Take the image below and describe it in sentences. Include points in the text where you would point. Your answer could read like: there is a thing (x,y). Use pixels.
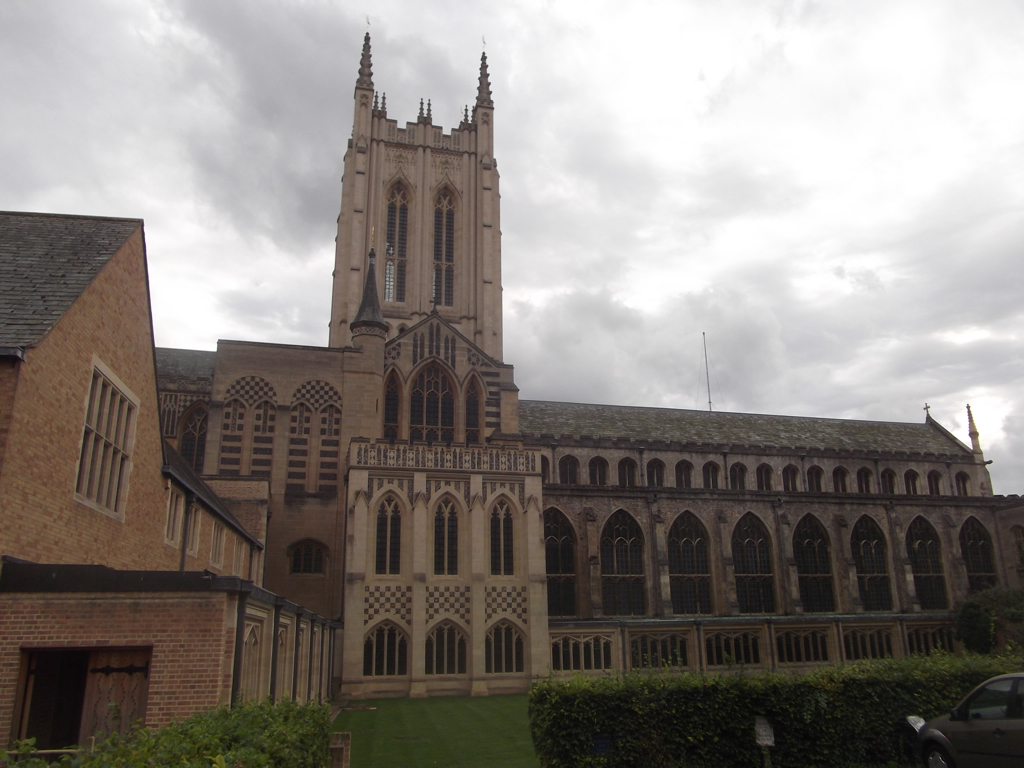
There is a building (211,508) with windows (766,568), arches (509,497) and pillars (282,419). There are bushes (779,688). On the ground (428,736) there is grass (464,735). On the right side (966,734) there is a vehicle (991,722). In the background (612,154) there is sky (650,184) with clouds (731,211).
